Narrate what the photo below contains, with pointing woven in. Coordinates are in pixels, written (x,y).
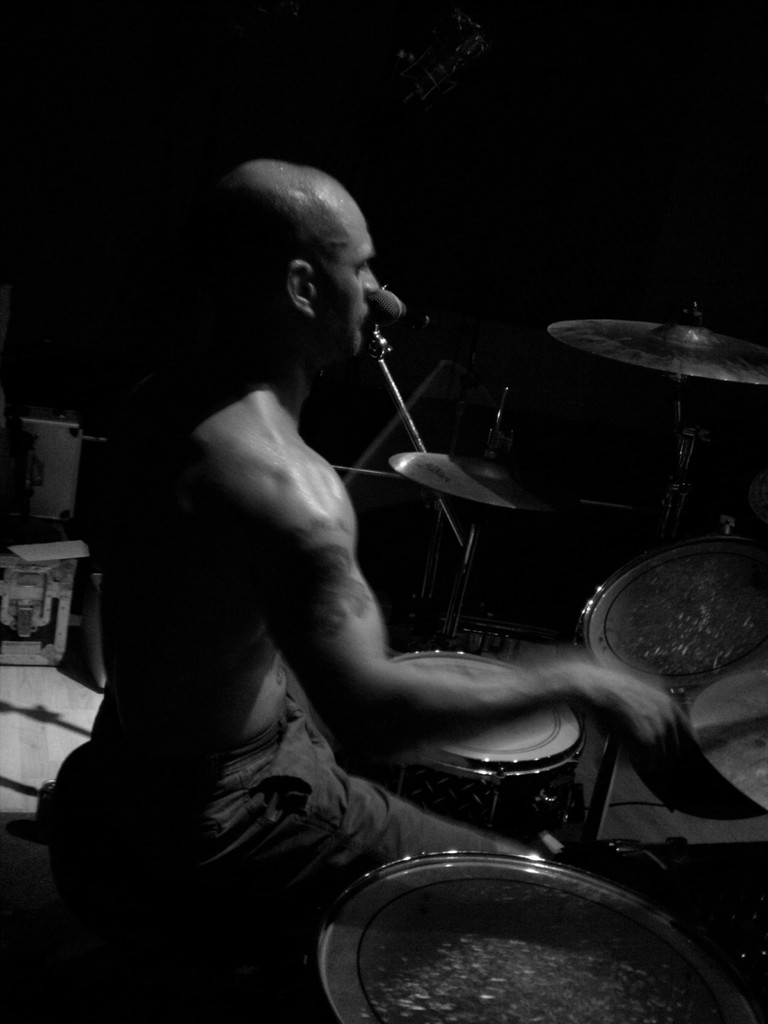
This is a black and white image where we can see a man (304,801) is playing drums (524,782). We can see some objects (59,494) on the left side of the image (21,528). In the background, we can see a mic (386,305) and a stand (398,387). It seems like a light (430,58) at the top of the image (421,67).
